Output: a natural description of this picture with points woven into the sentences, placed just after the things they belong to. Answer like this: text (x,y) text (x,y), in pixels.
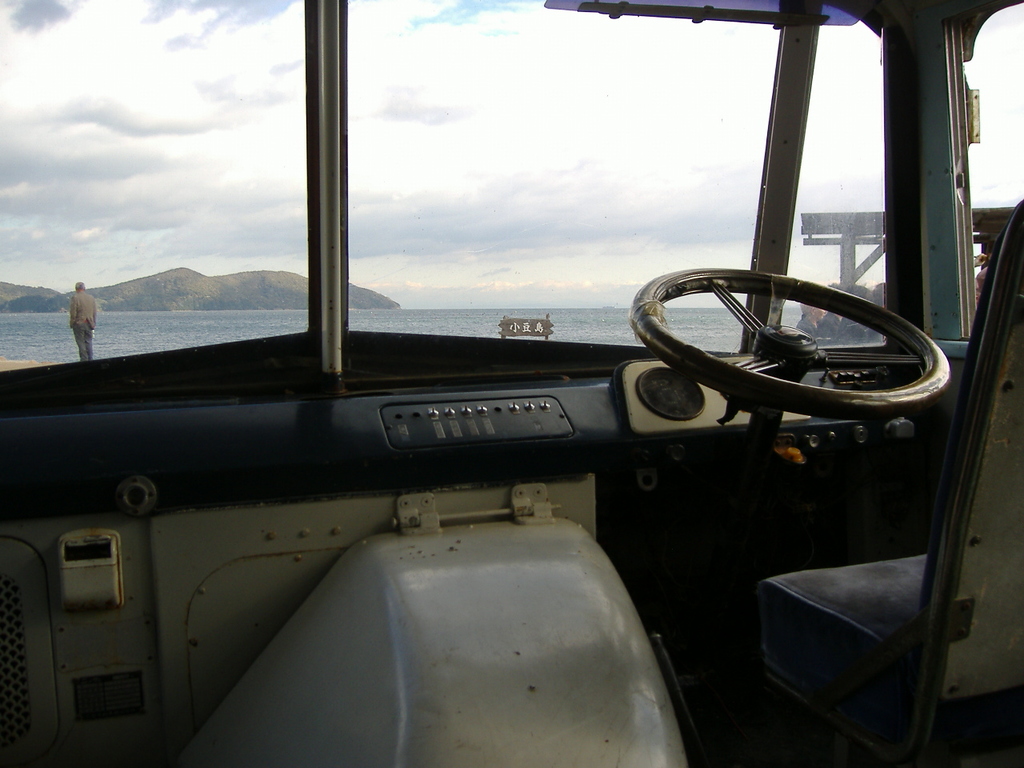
In this picture we can see inside of a vehicle (640,535), here we can see a steering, speedometer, seat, windshield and some objects (537,422), from windshield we can see a person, sign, structure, people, water (570,315), mountains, sky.
